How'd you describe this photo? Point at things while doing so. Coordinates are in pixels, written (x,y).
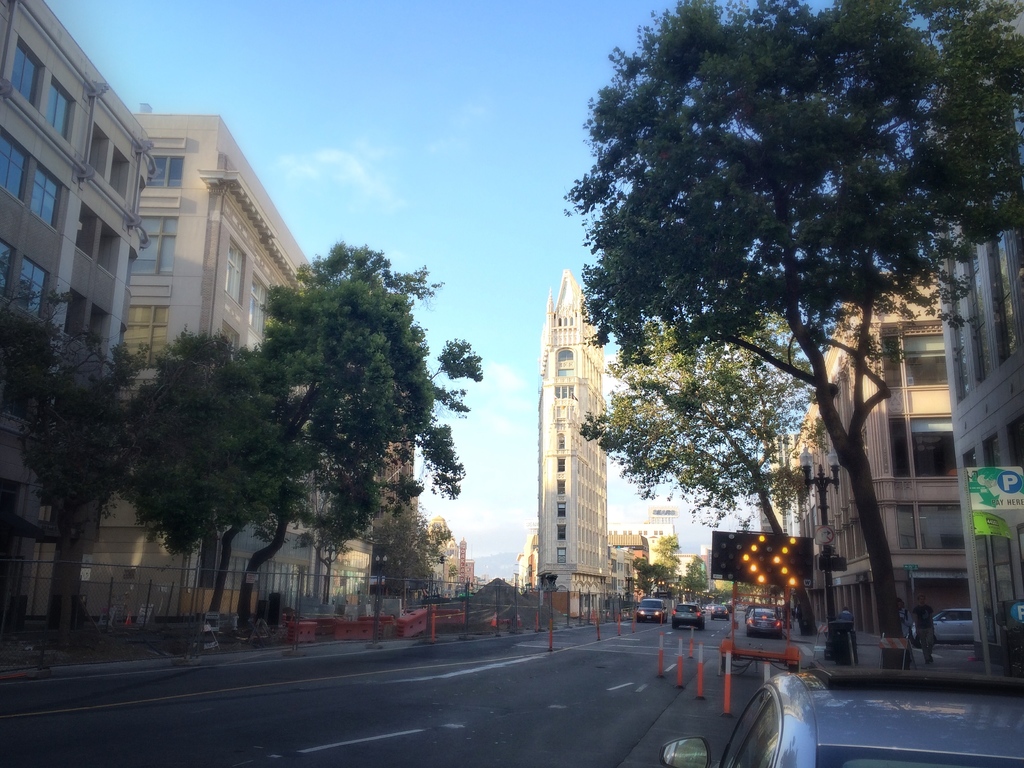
In the picture I can see the buildings (214,550) on the left side (206,313) and the right side (917,552) as well. I can see the cars (782,733) on the road (392,765). There are trees (378,396) on the side of the road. This is looking like a cathedral construction (602,403) on the side of the road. I can see an LED direction display screen (734,552) on the right side (808,547). There are three people (929,647) walking on the side of the road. There are clouds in the sky (390,178).
